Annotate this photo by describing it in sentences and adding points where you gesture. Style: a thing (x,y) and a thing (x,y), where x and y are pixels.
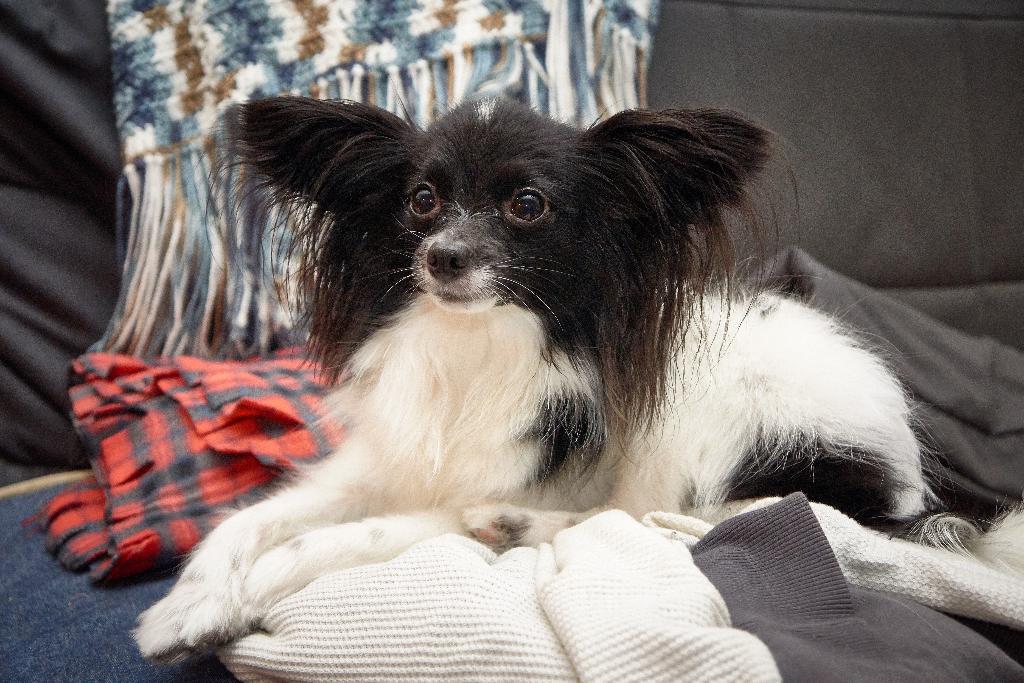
In the center of the image (563,290) we can see a dog (622,477) sitting on the bed (825,224). There are clothes (387,579) placed on the bed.
